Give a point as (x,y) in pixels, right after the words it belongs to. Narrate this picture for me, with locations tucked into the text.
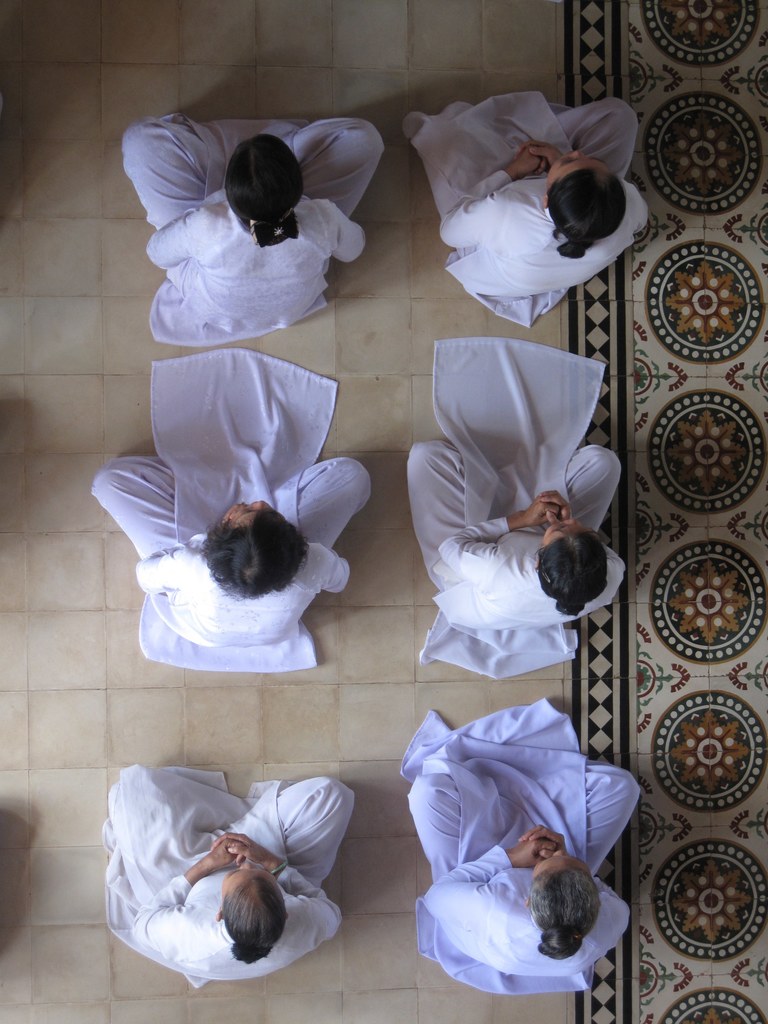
This image is taken from the top, where we can see six persons (291,459) in white dress (500,936) sitting on the floor (649,731).
